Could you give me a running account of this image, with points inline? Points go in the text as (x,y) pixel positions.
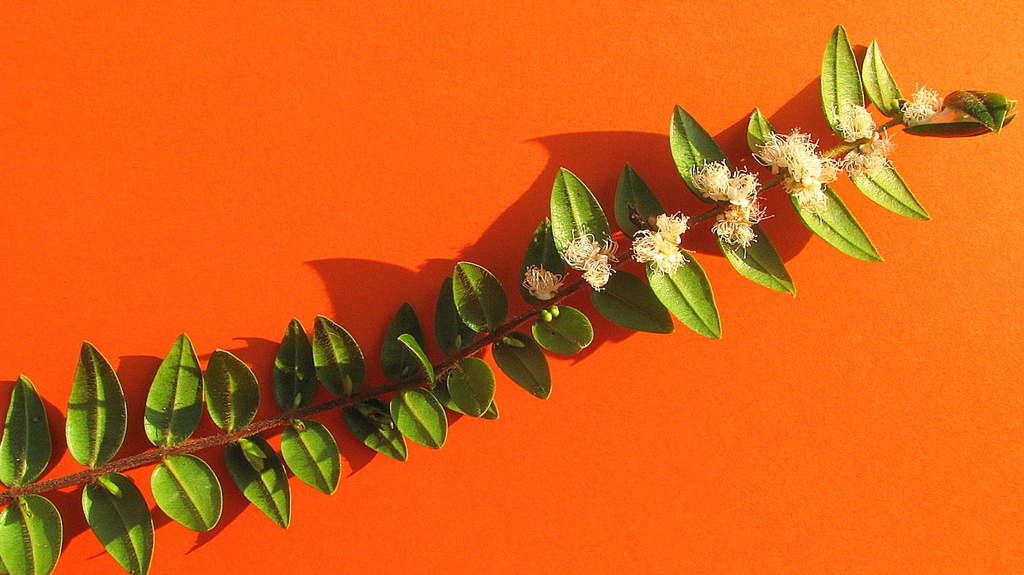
There is a branch (83,471) of a tree (396,344) kept on an orange surface (737,370), there are few flowers (663,225) blooming to the branch (634,226).
